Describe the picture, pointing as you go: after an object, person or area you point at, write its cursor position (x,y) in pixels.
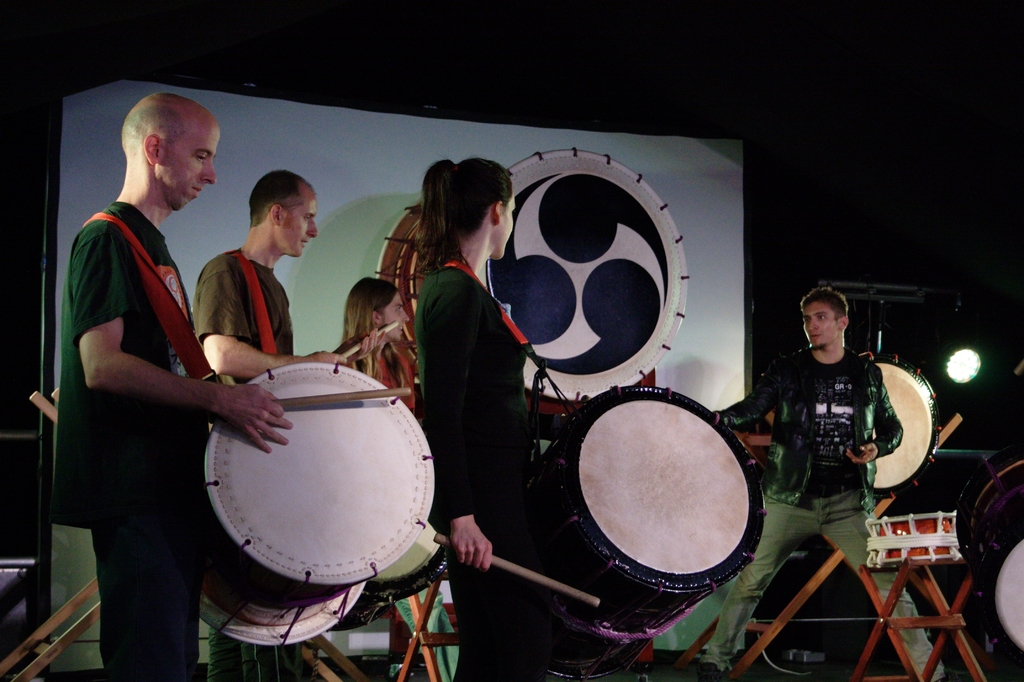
Here we can see a group of people (160,352) are standing and playing the drums (420,430), and in front here the person (829,337) is standing, and at back here are the lights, and here are the drums (658,239).
